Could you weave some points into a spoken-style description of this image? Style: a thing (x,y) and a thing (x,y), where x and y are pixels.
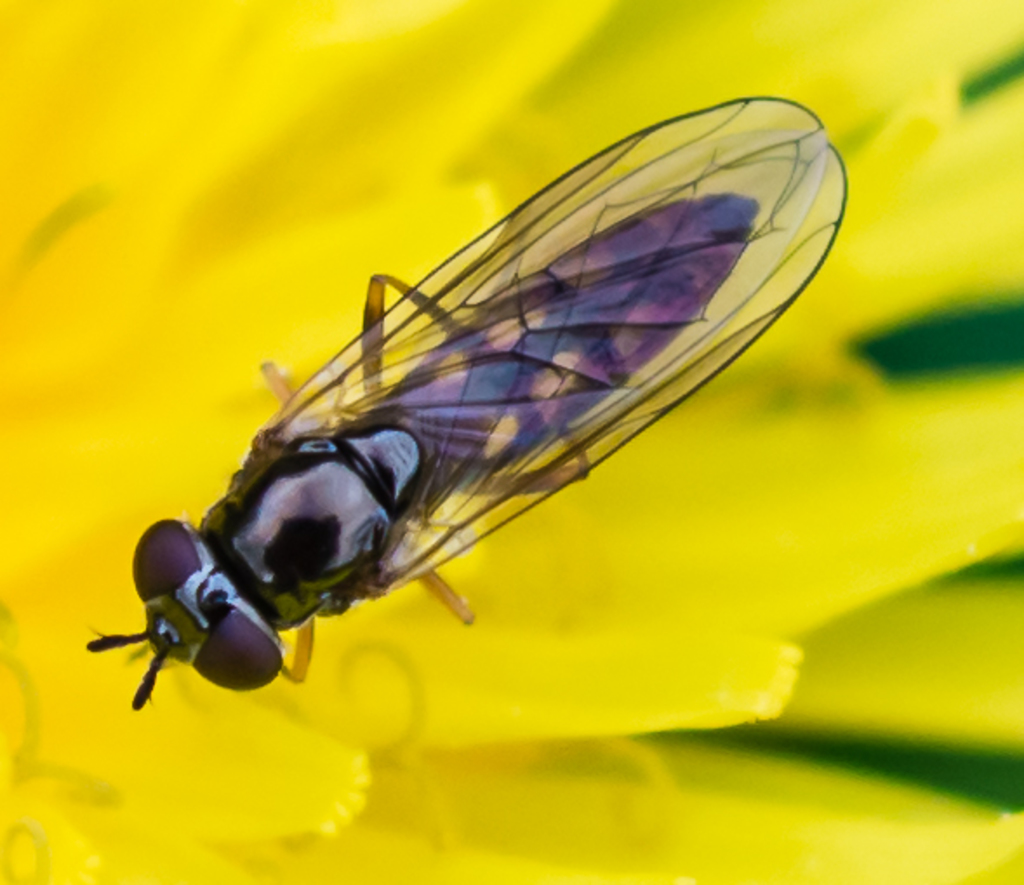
In the middle of this image (528,413), there is an insect (581,354), having wings (602,340) on a yellow colored flower (570,565). And the background (993,516) is blurred.
